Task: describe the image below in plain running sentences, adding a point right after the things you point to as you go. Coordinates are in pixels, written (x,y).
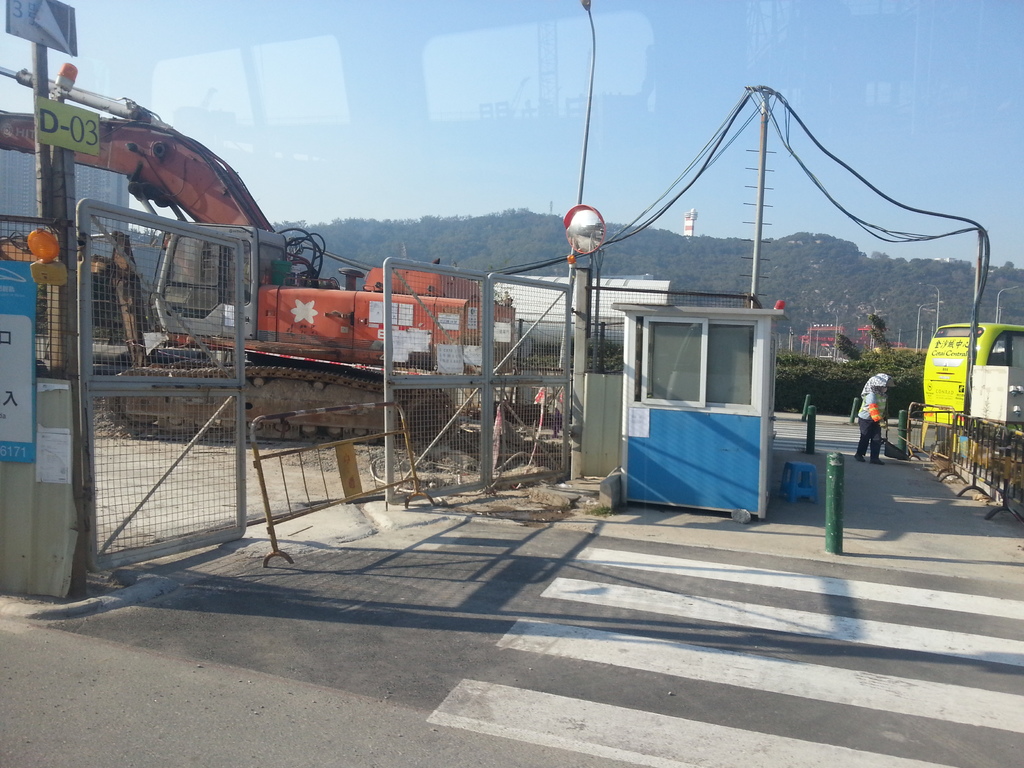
In this picture I can see vehicles (313,429), fence (316,411), poles (581,355) and road (464,663) on which I can see some white color lines (620,635). In the background (804,273) I can see trees (611,224) and the sky (490,171).
